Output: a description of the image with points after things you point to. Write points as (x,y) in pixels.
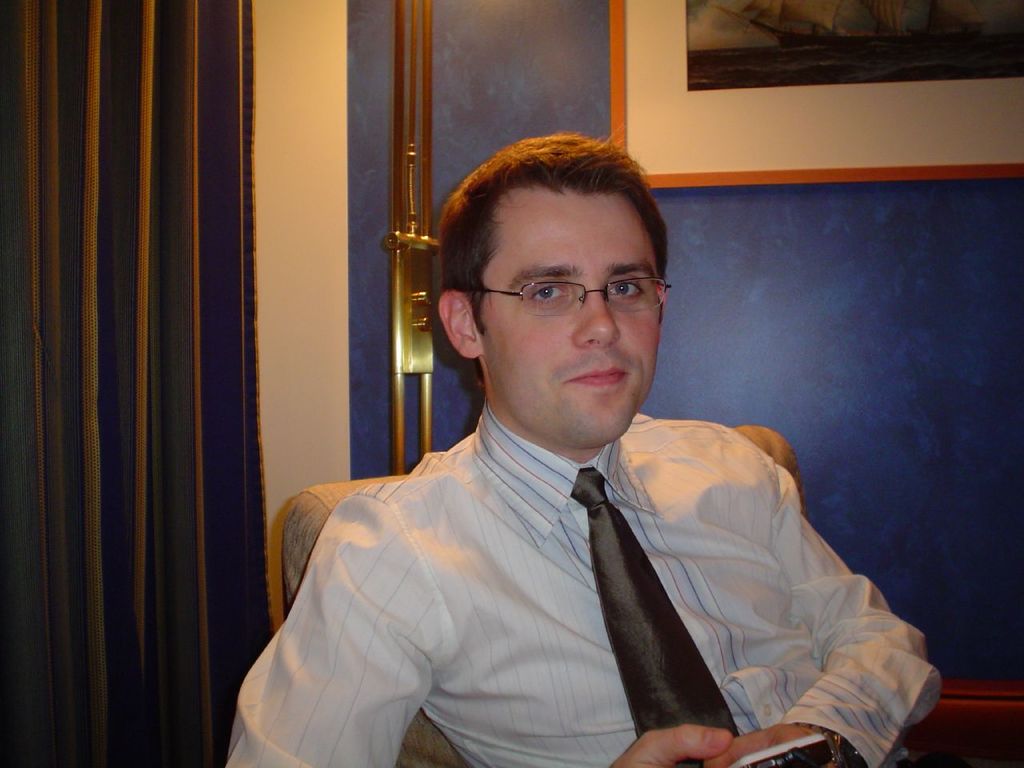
There is a man (483,423) sitting on a chair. He is wearing specs (541,287). He is holding something. In the background (743,317) there is a blue wall (469,132). And there is a photo frame (756,161) on the wall (743,200).
